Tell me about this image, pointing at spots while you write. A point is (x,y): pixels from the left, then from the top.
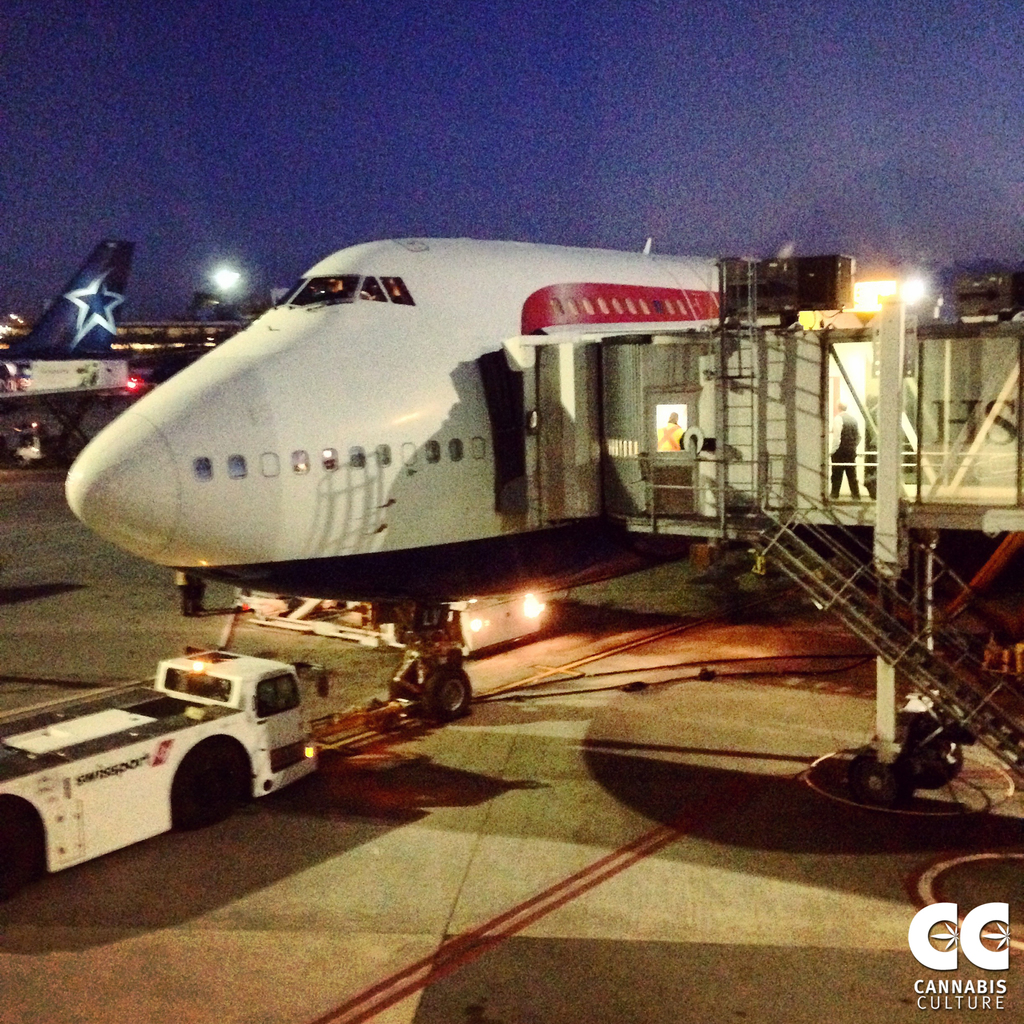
In this image there is the sky (405,114) towards the top of the image (529,93), there are lights (237,267), there is road (105,602) towards the bottom of the image (513,900), there is an airplane (372,457) towards the center of the image (484,464), there is a man (846,438) walking, there is a woman (670,436) standing, there is a vehicle (173,759) towards the left of the image (163,731), there is text (968,942) towards the bottom of the image (957,989), there is text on the vehicle (131,818).
